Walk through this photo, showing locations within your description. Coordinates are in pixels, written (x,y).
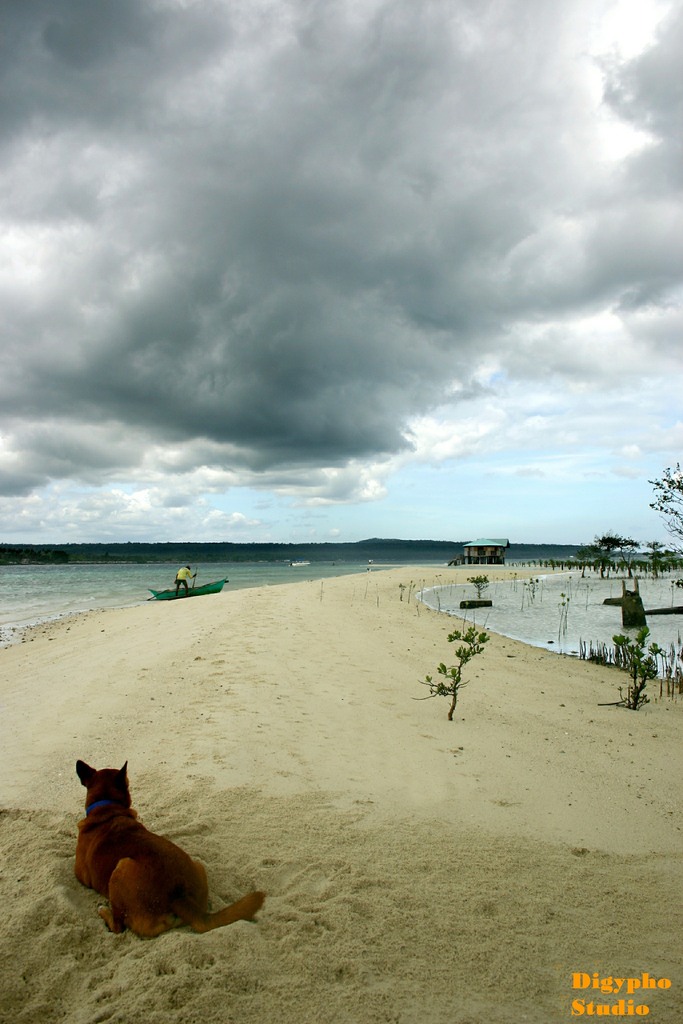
In this image we can see a dog (125,811) on the sea shore (285,775) and a person (180,573) sailing boat (165,594) in the water (129,602). We can also see some plants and a house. On the backside (407,545) we can see the hills (334,560) and the sky (378,437) which looks cloudy.
